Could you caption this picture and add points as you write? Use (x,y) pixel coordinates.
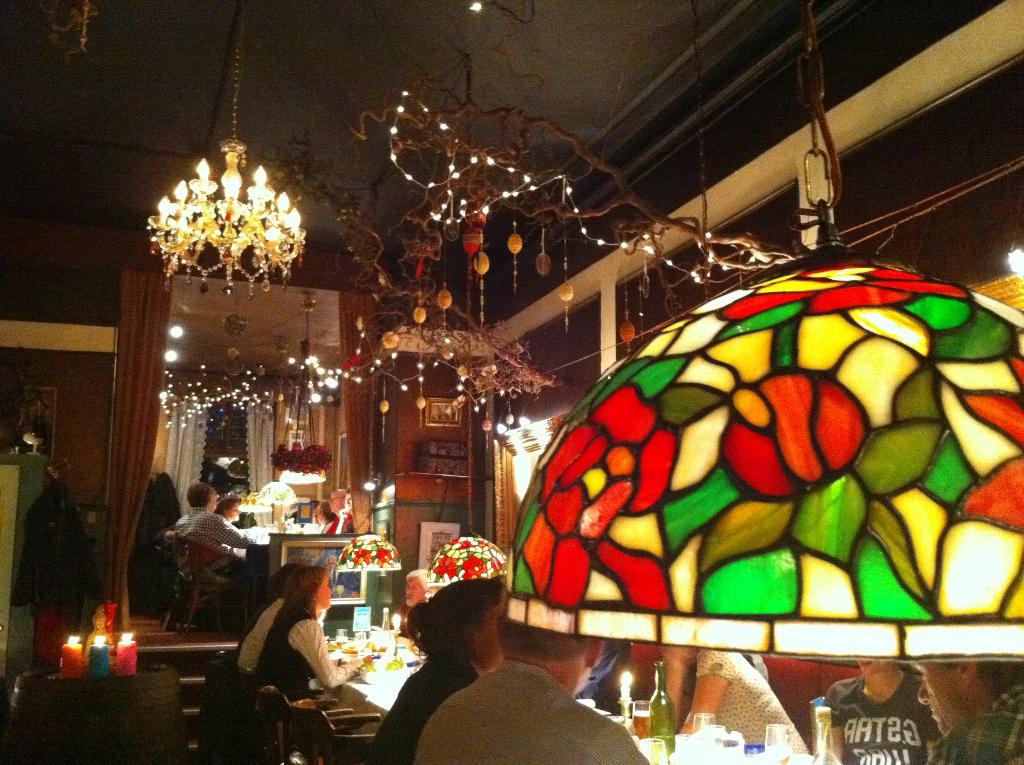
In this image we can see a group of people (443,745) sitting on the chairs (320,710) beside a table (361,696) which contains some bottles (654,702), candles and glasses (647,749). We can also see some ceiling lights (695,488), flower pot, curtains (189,455) and photo frames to the wall (80,455). On the left side (133,664) we can see some candles (69,668) placed on a table (88,685).
